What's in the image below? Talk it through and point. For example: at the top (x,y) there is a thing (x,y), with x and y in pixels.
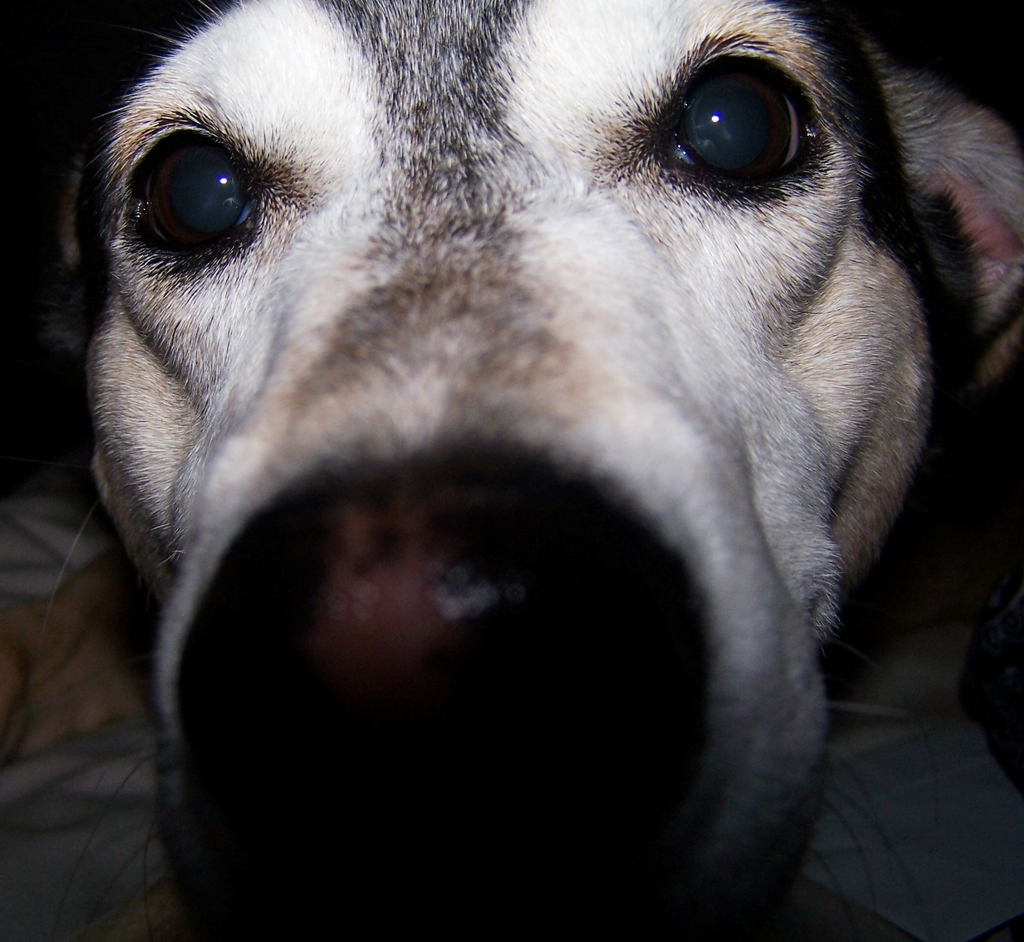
In this image we can see there is a dog (249,552) on the cloth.
